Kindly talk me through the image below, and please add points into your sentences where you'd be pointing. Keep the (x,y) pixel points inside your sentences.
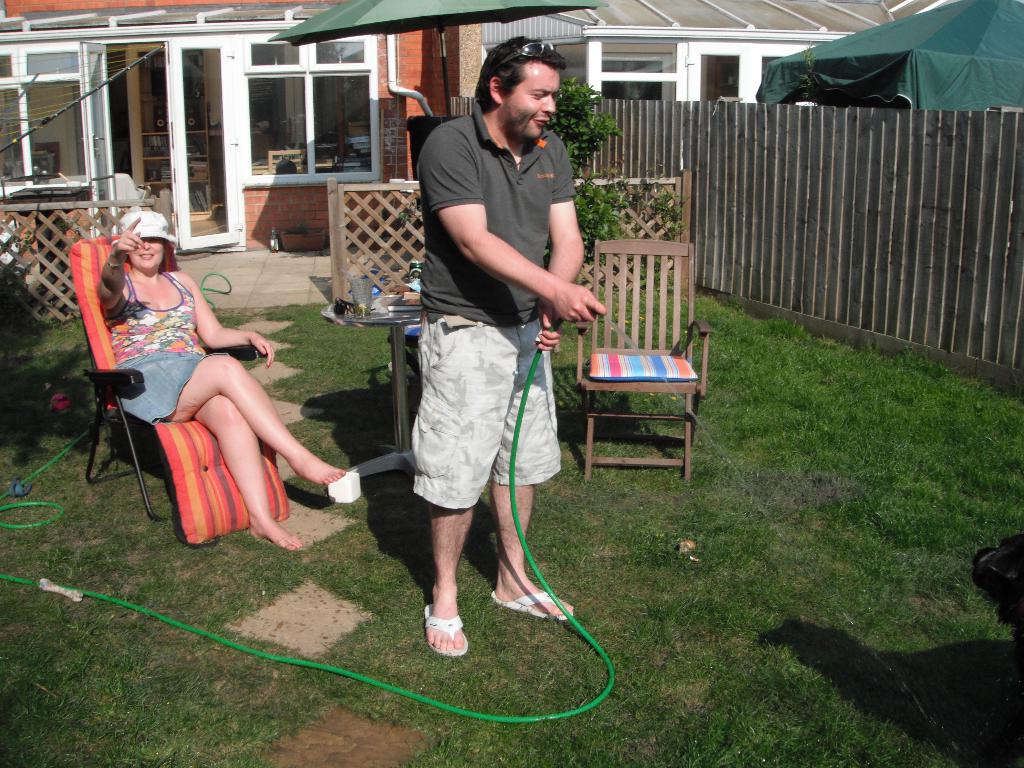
In this picture we can see a woman (201,332) sitting on a chair (176,485) and a man (483,131) standing on the ground (493,702) and holding a pipe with his hands (585,299) and in the background (341,324) we can see a table (400,338), fence (730,182), tree (582,230), buildings (764,12) with windows (348,105), tent (915,81).
